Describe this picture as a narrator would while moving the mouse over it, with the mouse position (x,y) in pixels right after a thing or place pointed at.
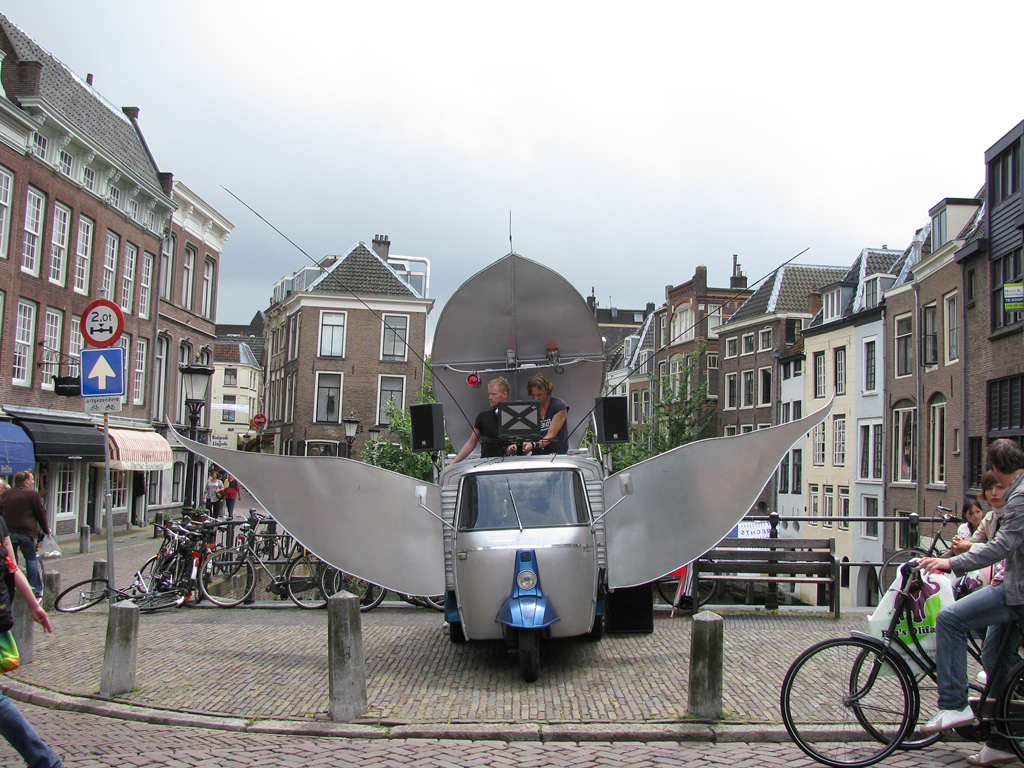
In this image we can see a vehicle (556,540) on which two persons (533,399) are standing. Here we can see these people (951,609) are riding their bicycles (912,698) on the road (726,751) and these people (14,503) are walking on the road (88,733). Here we can see cycles (203,573) parked near the fence (251,559), we can see wooden bench (783,568), sign board (105,321), buildings (122,408) and sky (588,148) with clouds (496,111) in the background (705,152).
